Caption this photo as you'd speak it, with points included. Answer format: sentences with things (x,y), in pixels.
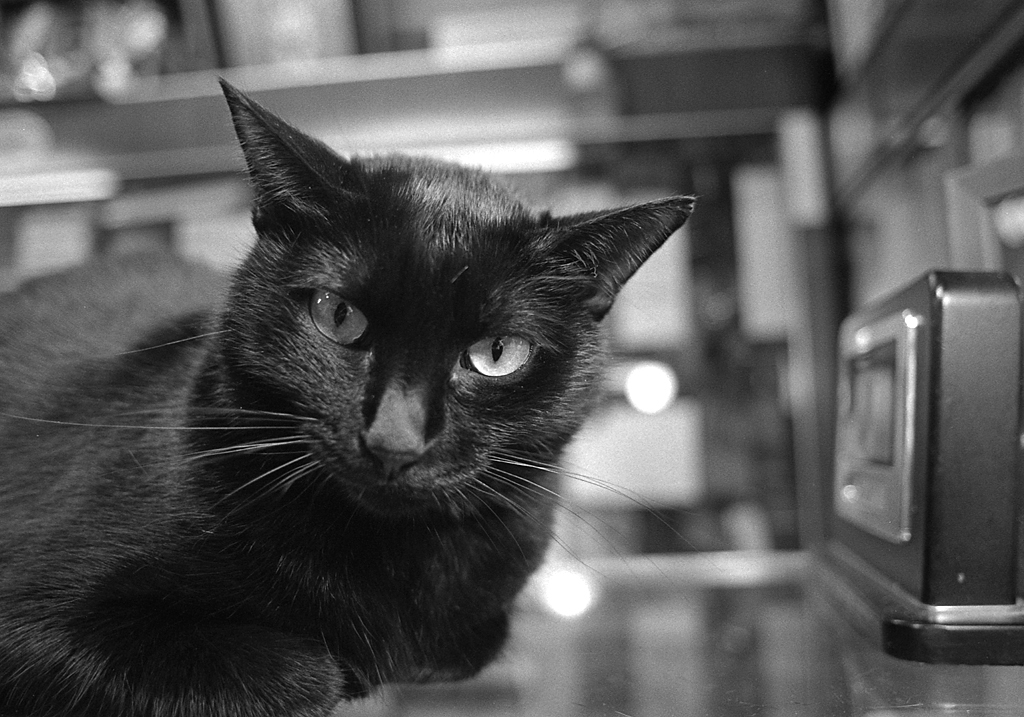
This picture shows an inner view of a building (860,91). we see a black cat (262,489) on the table (653,603).
